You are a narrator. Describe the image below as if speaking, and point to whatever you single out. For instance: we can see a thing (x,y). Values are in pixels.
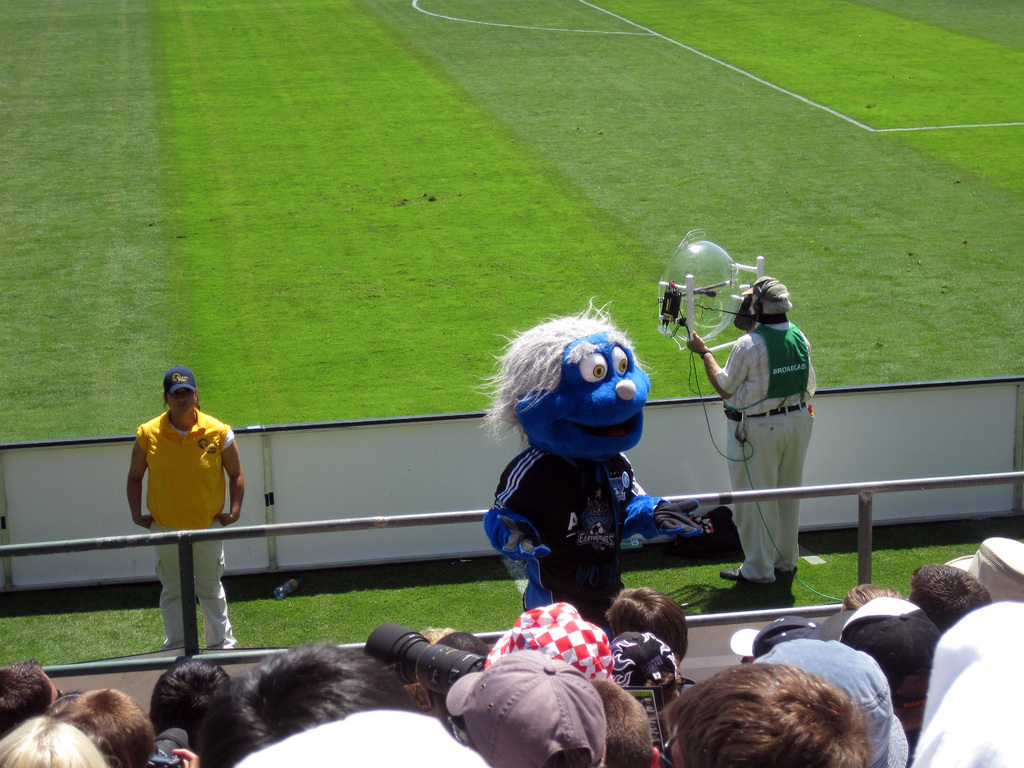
This picture is clicked outside. In the foreground (562,625) we can see the group of persons (464,689). On the right (766,313) there is a person (769,283) holding some object (726,294) and standing on the ground (818,527). In the background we can see the ground (494,102) which is covered with the green grass (480,267) and we can see the metal rods (997,474) and some other objects (489,475) and in the center (601,370) there is a person (604,421) dressed up like a cartoon, there is another person (167,449) wearing yellow color jacket (187,520) and standing on the ground (238,627).
